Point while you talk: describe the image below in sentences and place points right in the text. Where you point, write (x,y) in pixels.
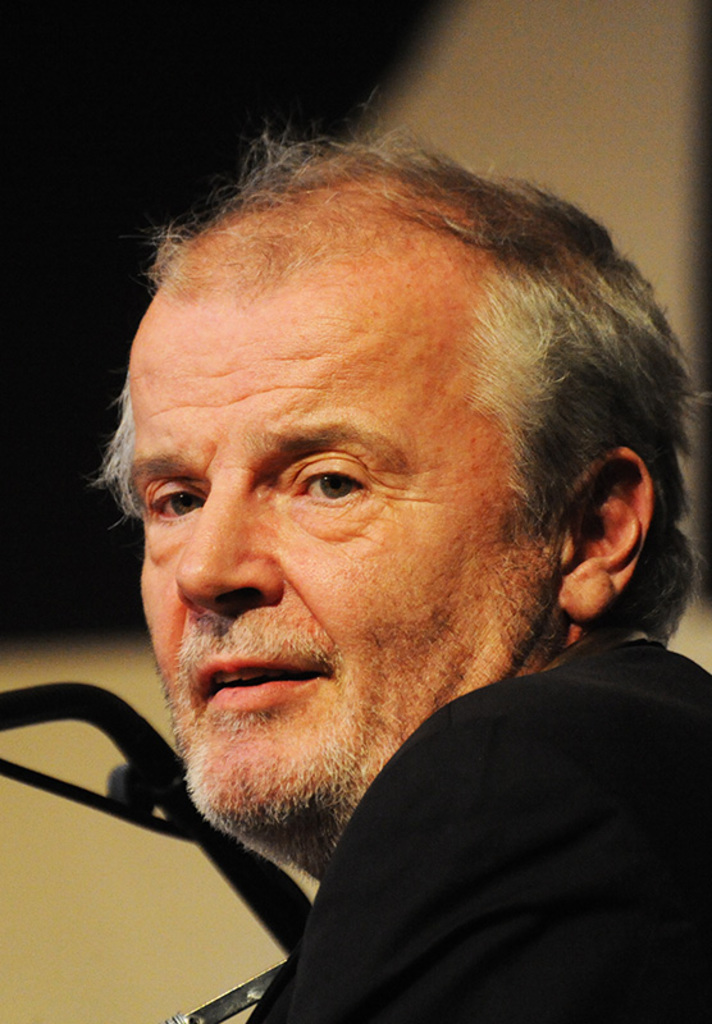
As we can see in the image in the front (454,667) there is a man (440,788) wearing black color jacket (433,798). In the background (558,77) there is a wall (571,100) and the background (27,813) is little blurred.
